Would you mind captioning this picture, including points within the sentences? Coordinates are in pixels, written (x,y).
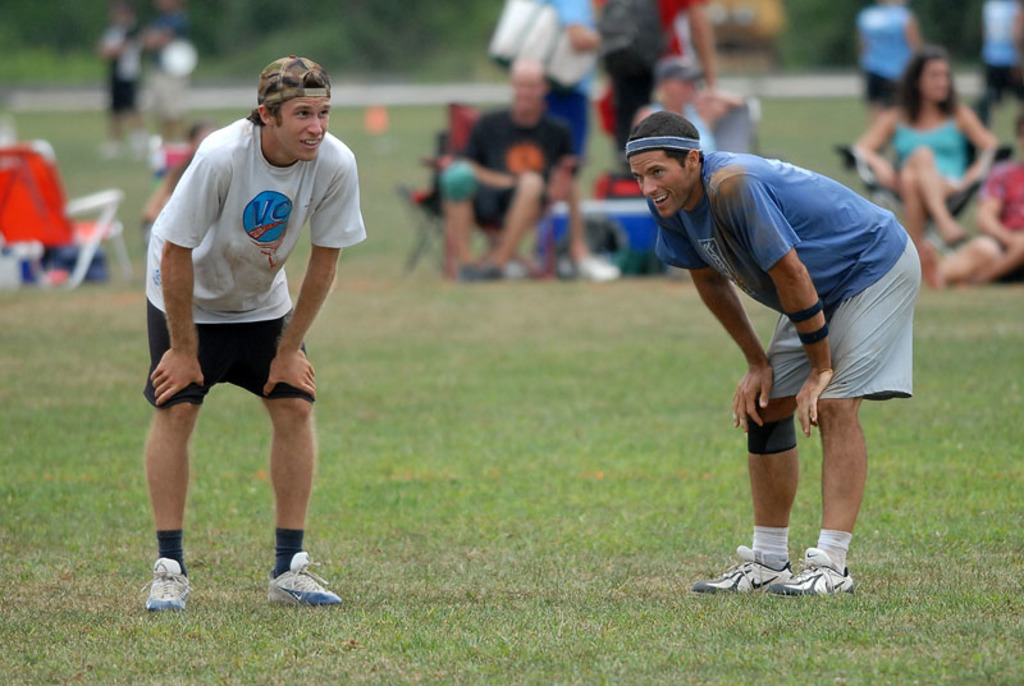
In this image there are two boys (712,291) who are standing on the ground (496,584) by keeping their hands (267,391) on their legs (286,412). In the background (682,86) there are few people (502,110) sitting in the chairs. While the other are walking on the ground (518,553). On the ground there is grass (508,541).
